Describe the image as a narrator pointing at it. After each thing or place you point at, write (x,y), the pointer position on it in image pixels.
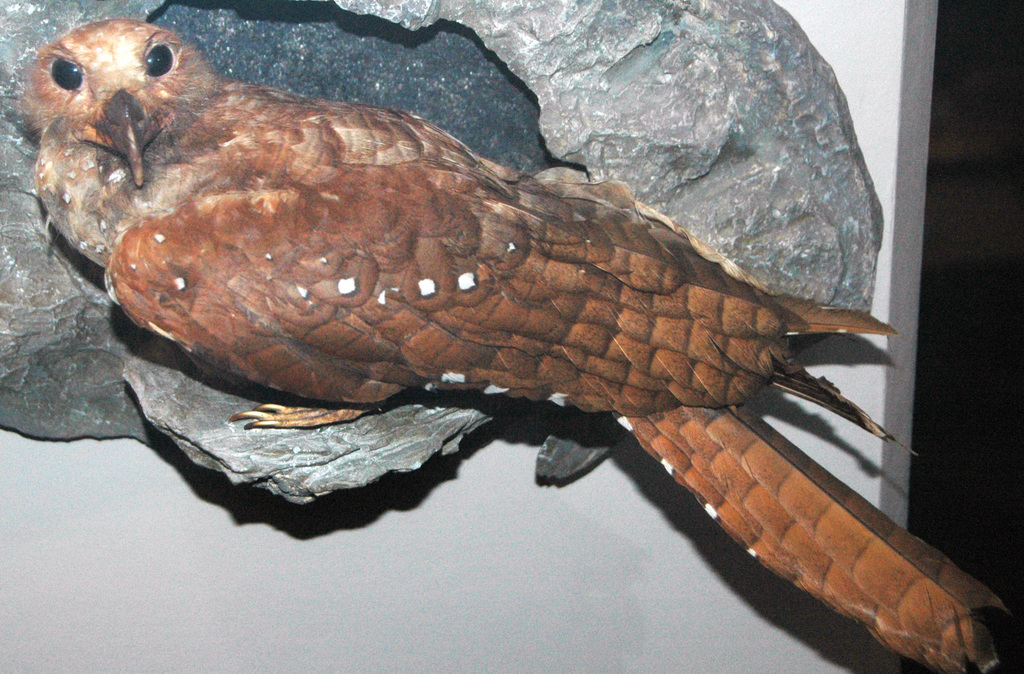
We can see bird (295,286) on the surface (741,63). Background (880,26) it is white.
